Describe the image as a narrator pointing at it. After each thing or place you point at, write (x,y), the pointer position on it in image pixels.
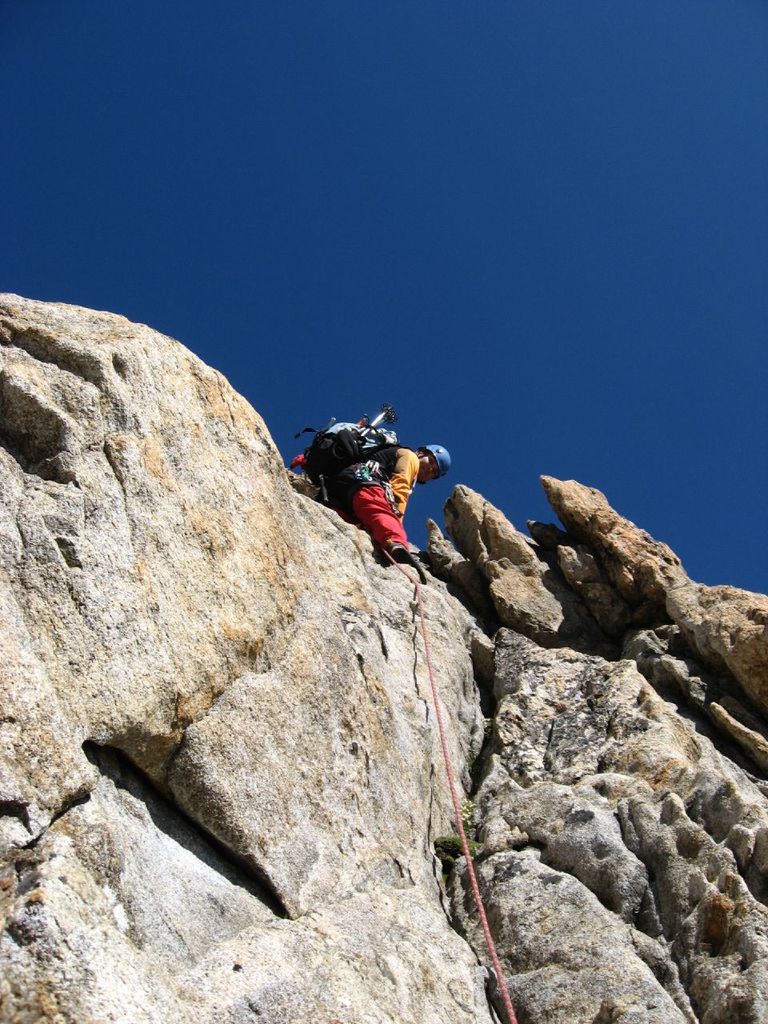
In this image, we can see rocks (239,840). On the rocks (390,617), we can see a person (394,521) is standing and wearing backpack (333,448). Here there is a rope (430,670). Background (706,454) there is a clear sky (339,235).
